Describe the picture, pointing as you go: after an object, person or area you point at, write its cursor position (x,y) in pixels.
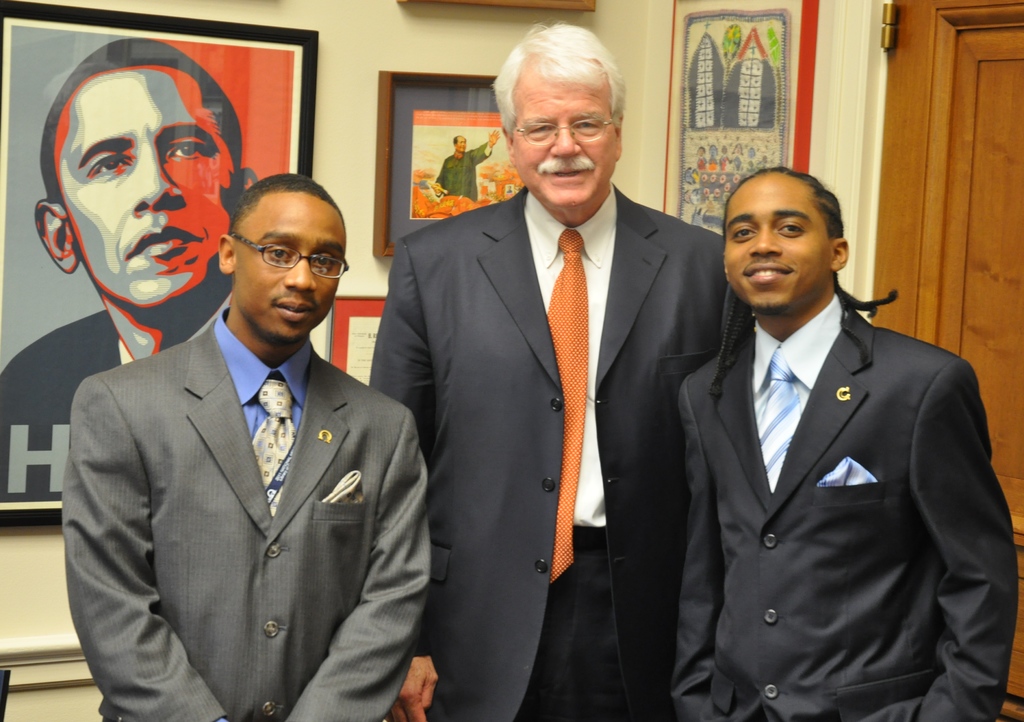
In this image we can see a group of people (466,488) standing. On the backside (341,329) we can see a door (1002,354) and some photo frames (92,201) on a wall (345,120).
